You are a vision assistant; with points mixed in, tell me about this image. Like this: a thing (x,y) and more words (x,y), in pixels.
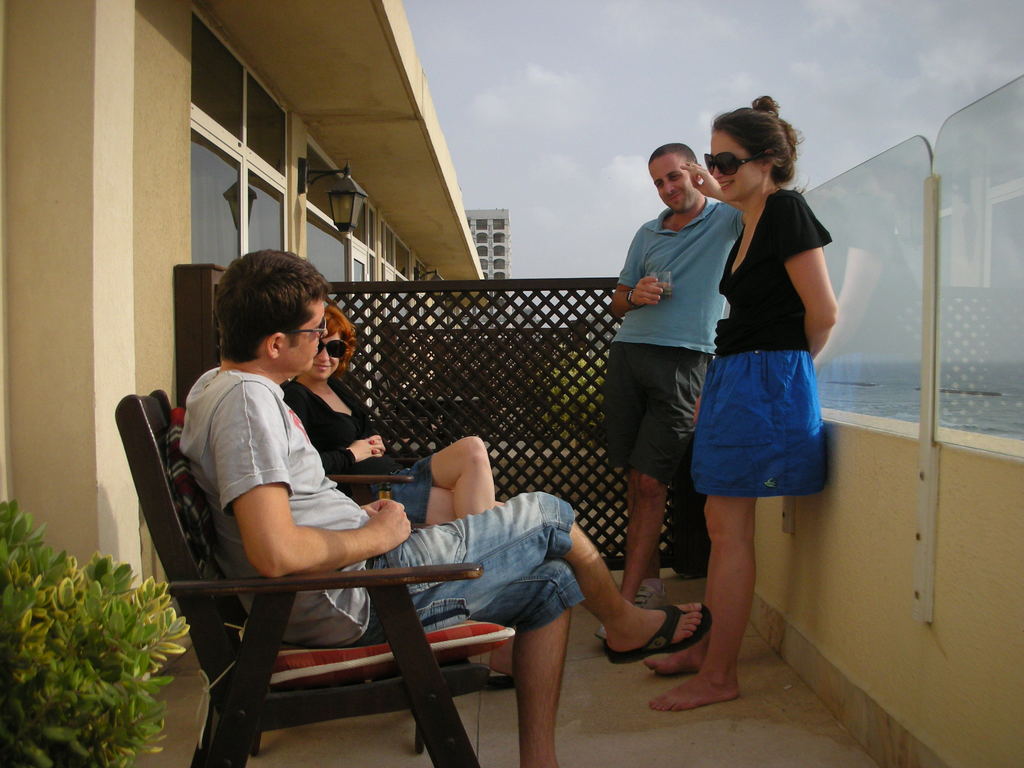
In this picture we can see a plant (73,615), two people (231,432) sitting on chairs (289,696) and in front of them we can see two people (714,339) standing on the floor (579,640), fences (532,301), buildings (467,214), lamps (338,169), wall (843,578) and some objects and in the background (670,75) we can see the sky (681,110).
